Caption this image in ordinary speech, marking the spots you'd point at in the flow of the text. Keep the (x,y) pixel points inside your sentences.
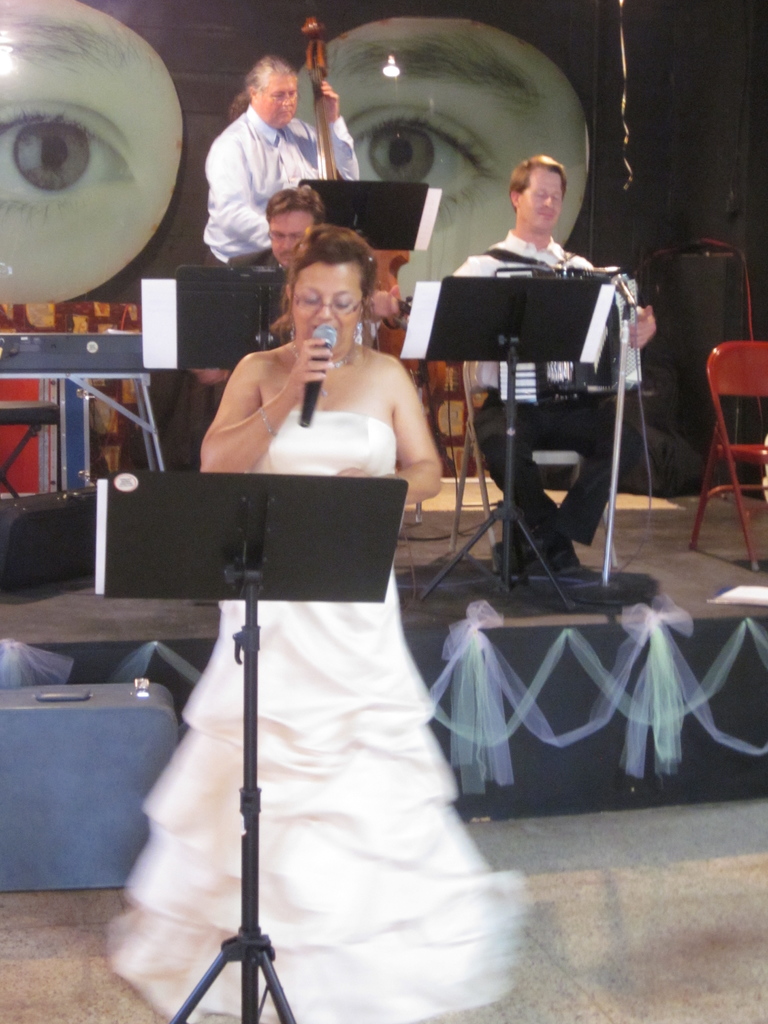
There is a woman (400,705) wearing white dress (397,763) is standing and holding a mic (325,344) in her hand (302,366) and singing in front of it and there is a stand (236,556) in front of her and there are few persons (255,180) playing music behind her.
